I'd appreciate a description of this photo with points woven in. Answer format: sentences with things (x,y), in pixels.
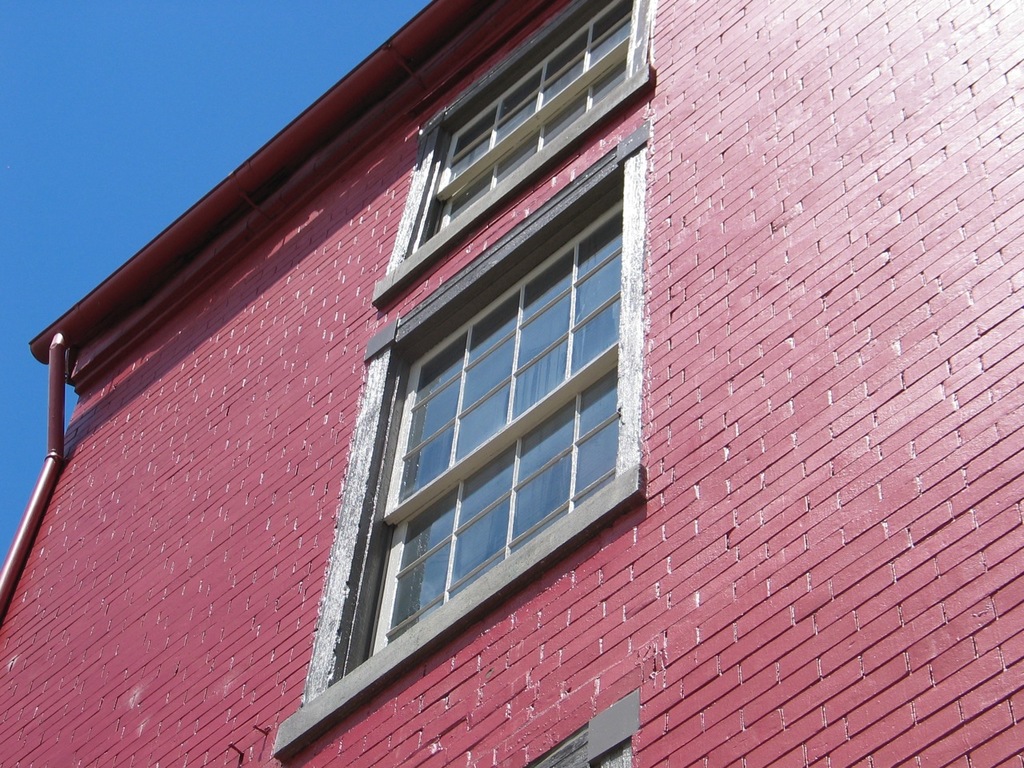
In this image, I can see the windows (521,397) and a pipe (25,550) to a building wall (319,371). In the background (179,149), there is the sky (68,96).
